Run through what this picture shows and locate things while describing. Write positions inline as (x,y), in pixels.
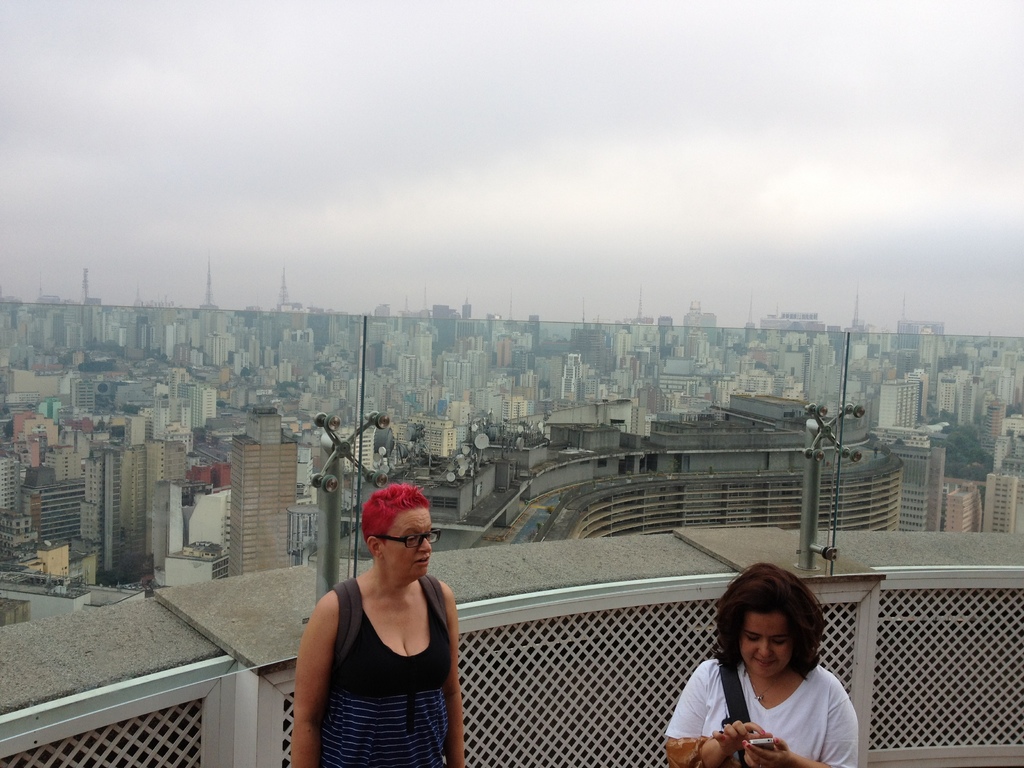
In the image we can see two women (433,682) standing, wearing clothes (442,699) and the left side woman (348,700) is wearing spectacles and she is carrying a bag (351,616) on her back (351,626). The right side woman (793,724) is holding a device (756,748) in her hand (765,747). Here we can see a glass (776,515) and out of the glass (158,510) we can see there are many buildings (534,364). Here we can see a fence (947,687) and a sky (724,246).
